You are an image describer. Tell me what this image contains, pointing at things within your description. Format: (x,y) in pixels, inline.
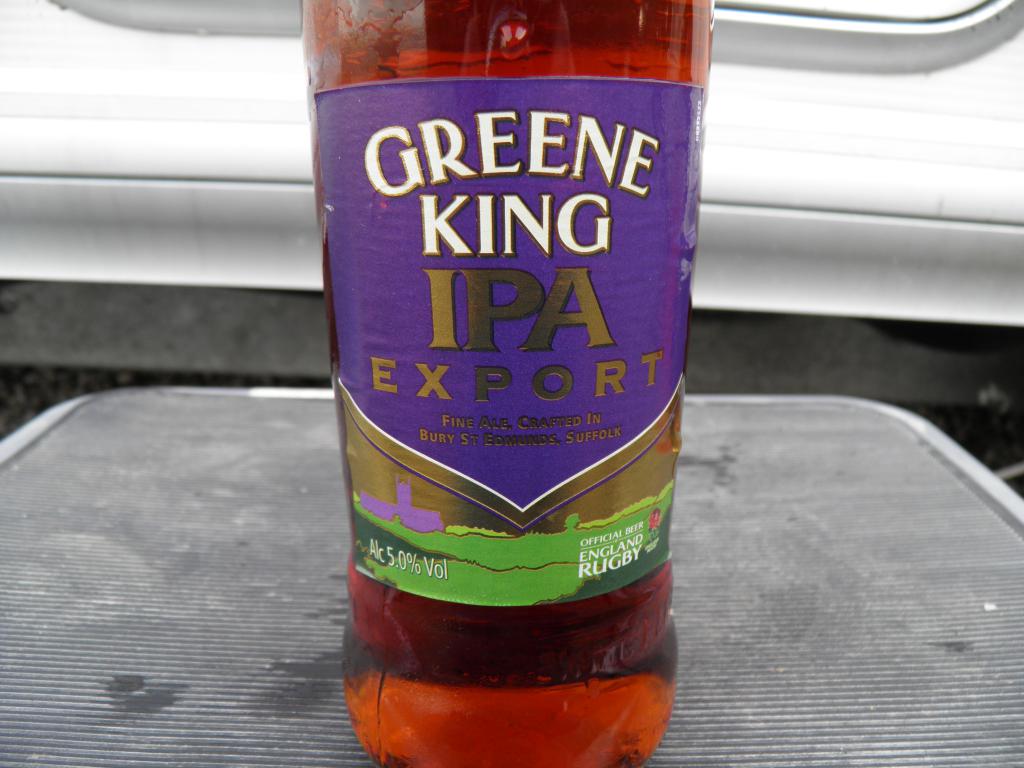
In the picture there is a bottle (601,217) on the bottle (496,198) there is a liquid (542,35) there is a sticker (548,237) on the bottle (562,497) the bottle (499,502) is on the table (46,693).
